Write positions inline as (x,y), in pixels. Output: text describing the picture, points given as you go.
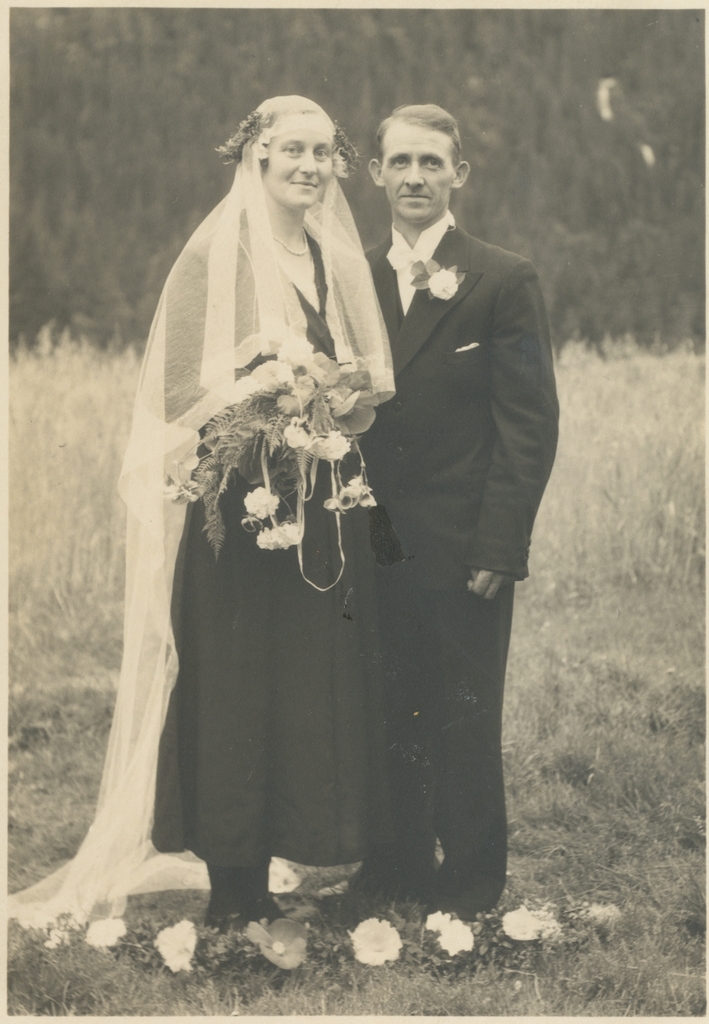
This picture shows a man (494,288) and a woman (344,269) standing and holding flowers (247,428) in her hand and we see grass (663,519) on the ground (638,522) and we see trees (557,250) and we see a cloth (205,247) to the woman's head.
